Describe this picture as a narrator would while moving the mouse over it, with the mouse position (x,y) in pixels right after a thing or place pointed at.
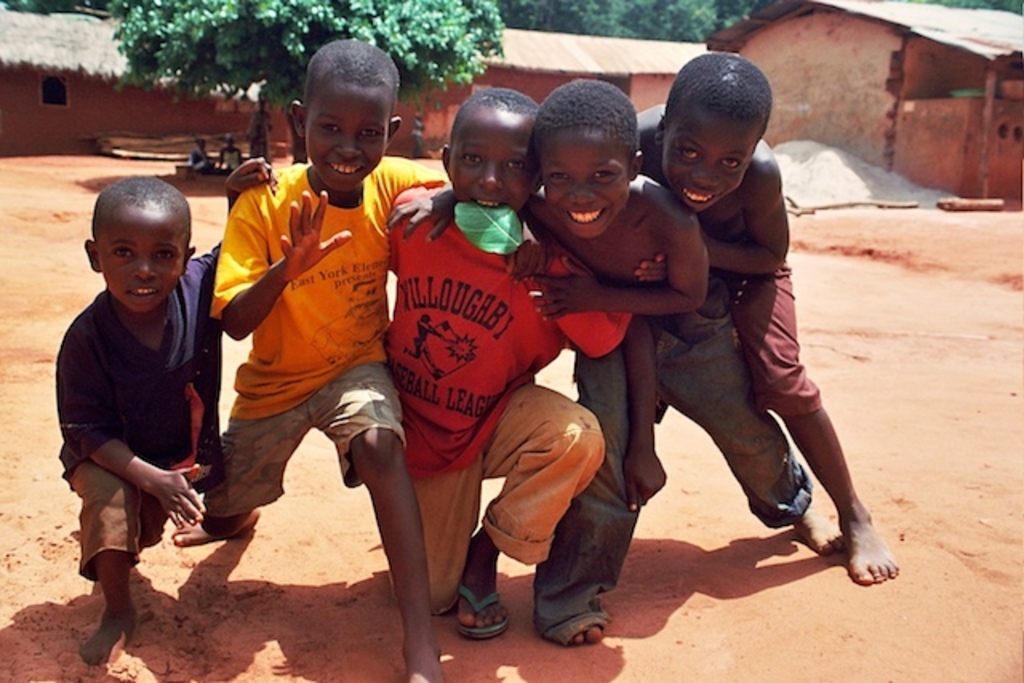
In this image, we can see a group of kids (547,436) are on the ground (699,625). They are watching. Few are smiling. Here we can see a leaf (496,224) in the mouth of a kid (488,199). Background (976,181) we can see few houses (973,169), trees (436,53), walls (928,99), few objects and people (264,122).
